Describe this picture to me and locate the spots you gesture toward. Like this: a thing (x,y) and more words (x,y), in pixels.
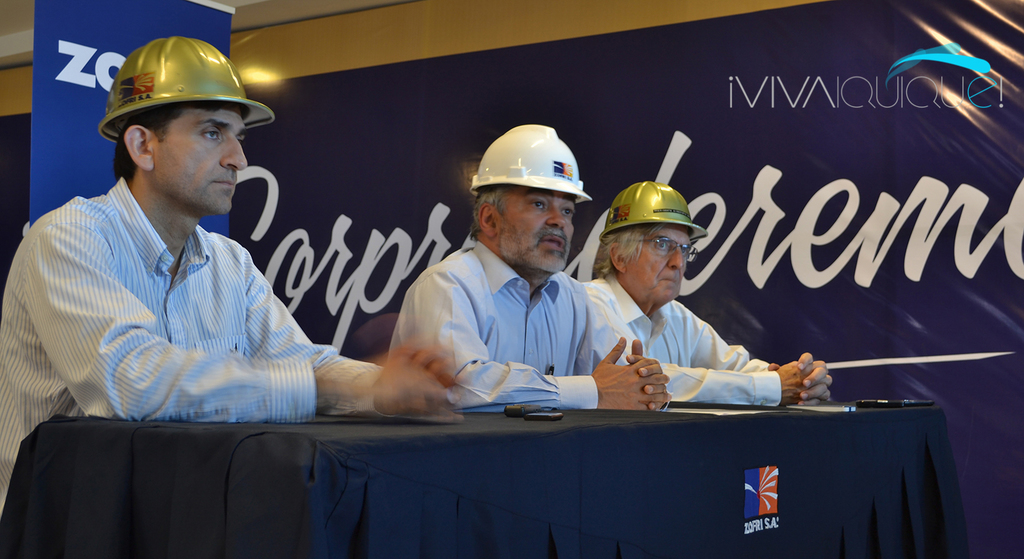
In the center of the image (537,345) we can see three persons (461,342) are sitting and they are wearing helmets (574,177). In front of them, we can see one table (518,457). On the table (636,427), we can see one cloth (643,421) and a few other objects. In the background (292,122) there is a wall (487,26), roof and banners (464,115). On the banners (464,115), we can see some text (72,42).
